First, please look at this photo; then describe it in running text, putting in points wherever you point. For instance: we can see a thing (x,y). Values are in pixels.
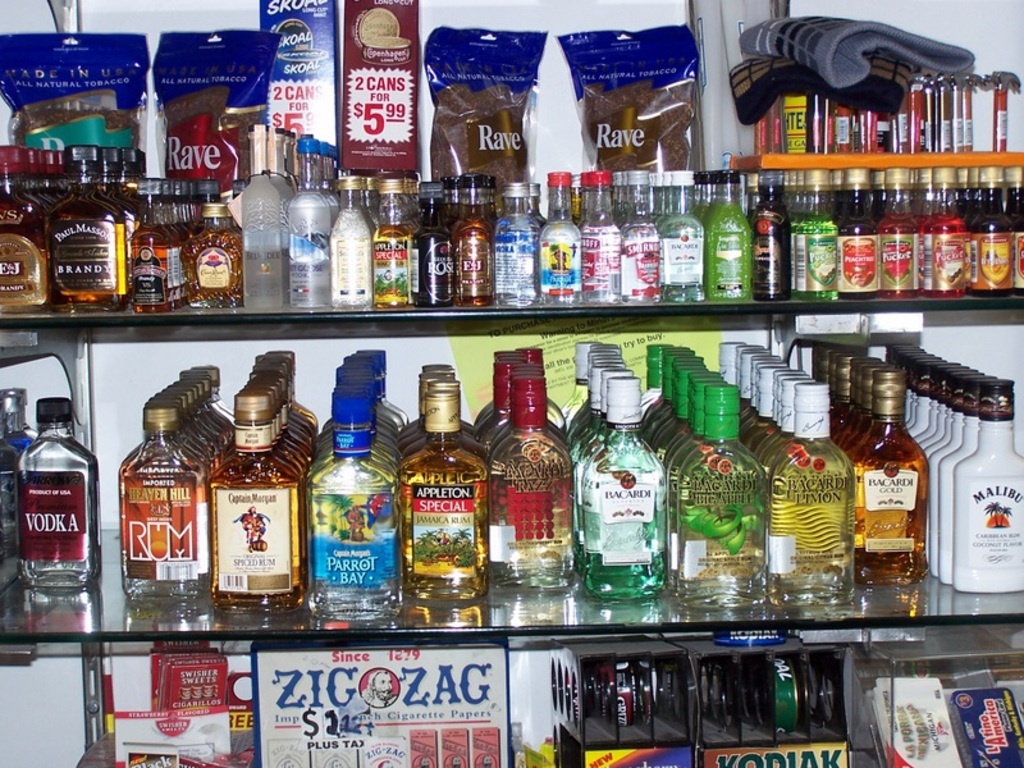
In the picture we can see some bottles (665,523) of rum (425,508), vodka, brandy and liquor (716,525), in the upper shelf (214,317) we can see some bottles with liquor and packets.
